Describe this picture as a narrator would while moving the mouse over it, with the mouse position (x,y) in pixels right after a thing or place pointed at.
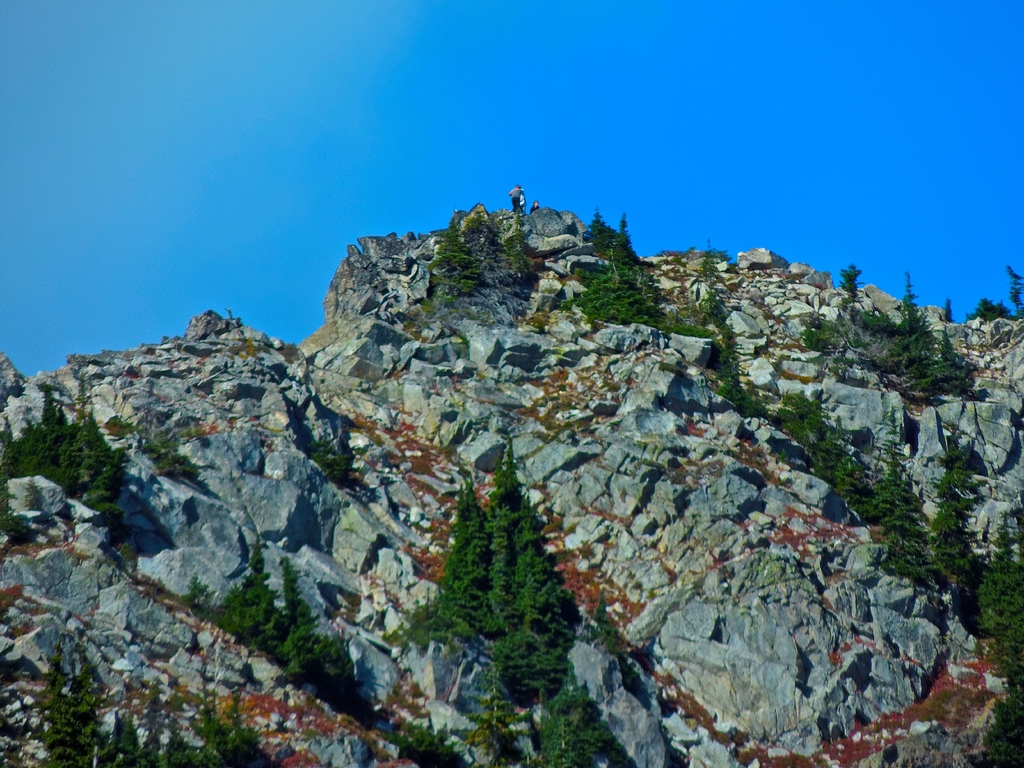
In this image we can see there are people (519,190) standing on the mountain (480,488) and there are trees (509,594) and the sky (322,154).
